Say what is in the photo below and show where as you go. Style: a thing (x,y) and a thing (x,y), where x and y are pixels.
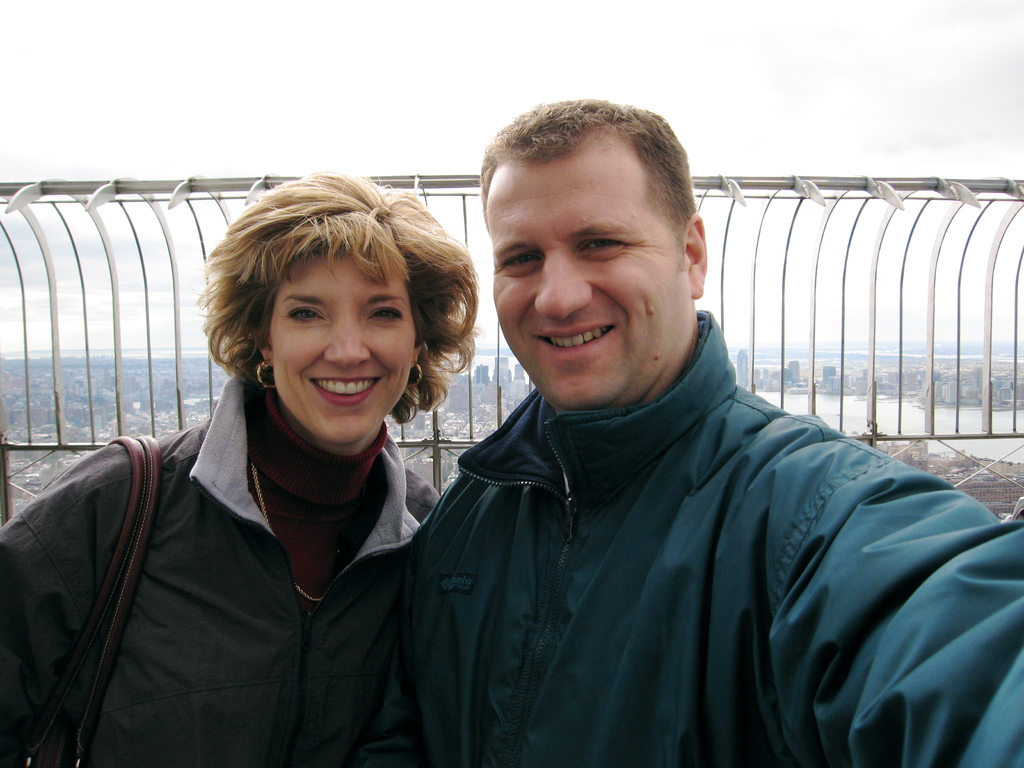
This is the man (594,715) and woman (222,600) standing and smiling. They wore jerkins (408,621). This looks like an iron grill (789,181). In the background (184,375), I can see the view of the city (805,370) with the buildings (141,371). This looks like a river (864,411) with the water (969,422) flowing.
